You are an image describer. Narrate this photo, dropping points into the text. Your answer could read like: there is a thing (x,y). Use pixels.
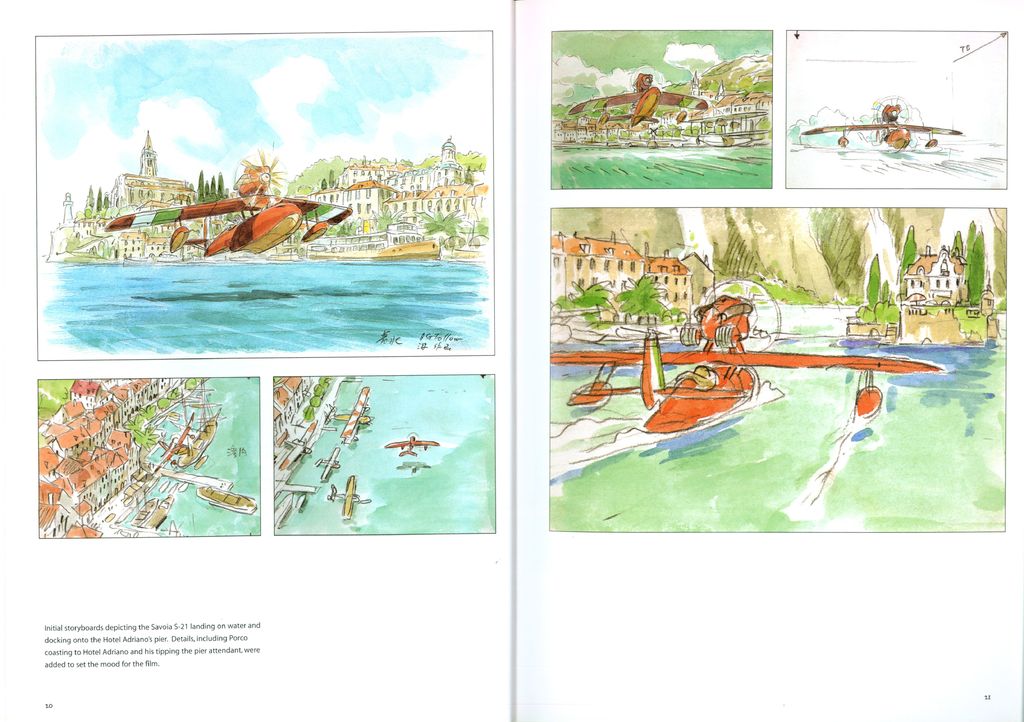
In this picture I can see the painted images (692,304) in a book (516,418). In the bottom left hand side (209,635) there is the text (206,652).
